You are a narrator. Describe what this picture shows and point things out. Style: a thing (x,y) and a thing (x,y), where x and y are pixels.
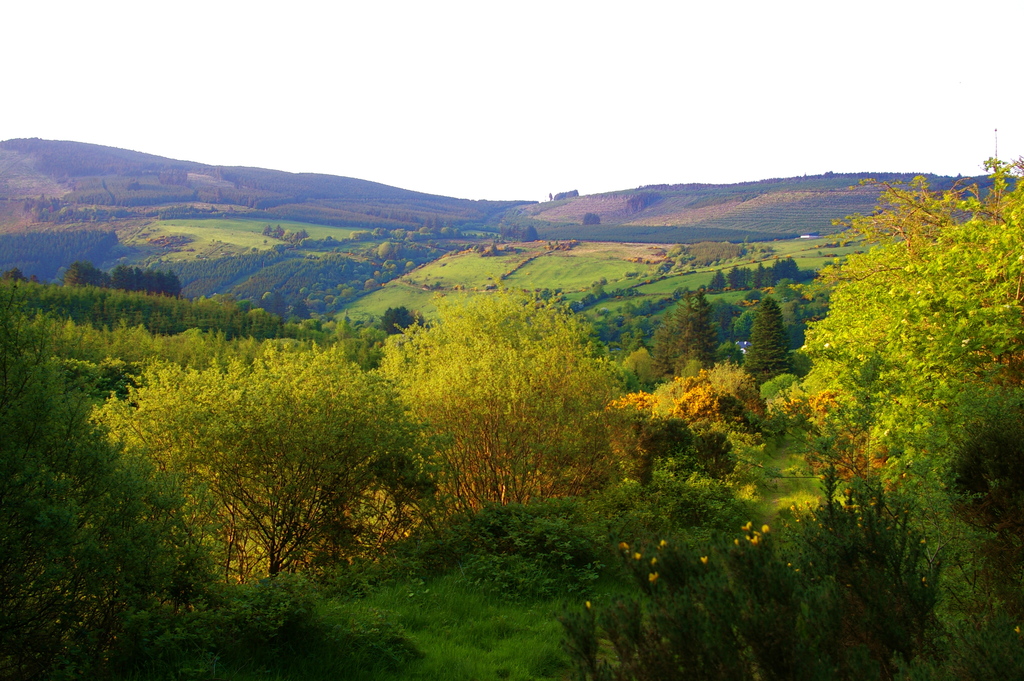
In the center of the image (495,342) we can see trees (572,338). In the background (296,237) there are hills (475,211) and sky (493,186). At the bottom (480,636) there is grass (497,621).
